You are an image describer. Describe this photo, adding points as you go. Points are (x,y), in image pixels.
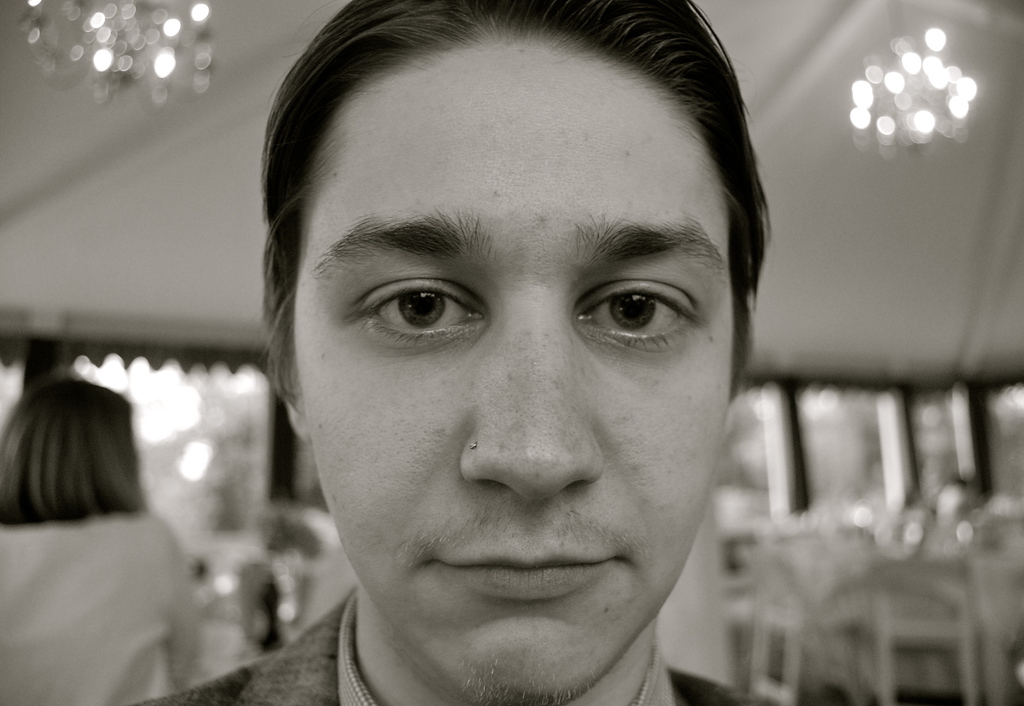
There is a black and white image. In this image, there a person (650,435) on the blur background.
